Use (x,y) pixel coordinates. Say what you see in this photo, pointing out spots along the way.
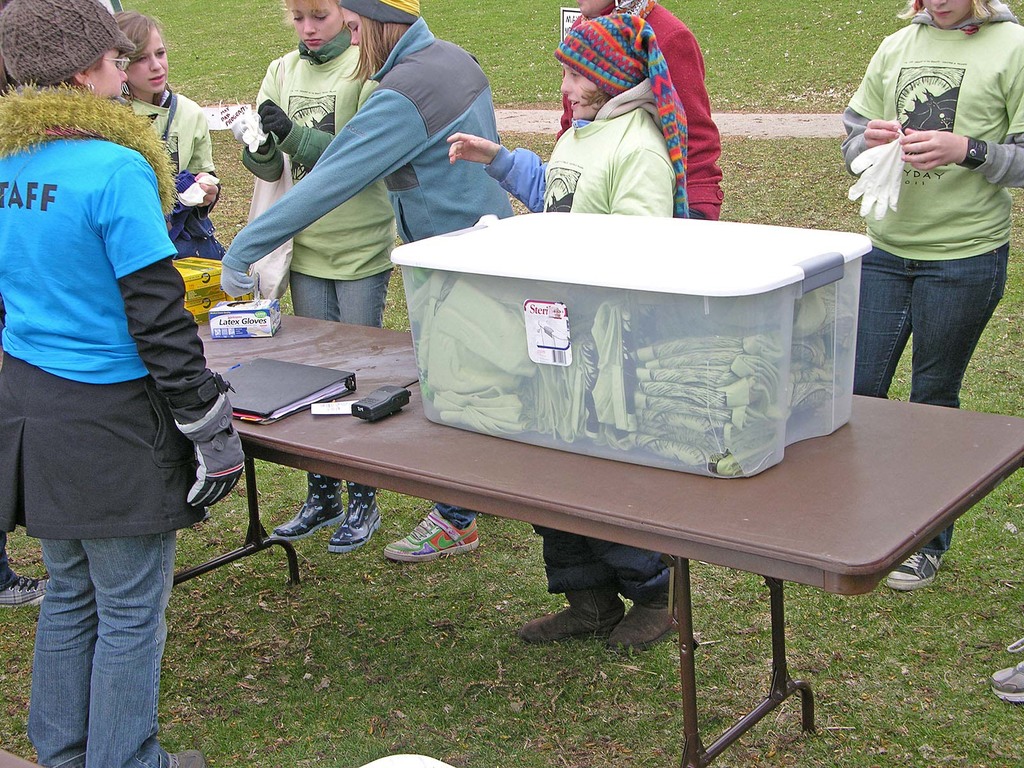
In the image we can see there are people (992,160) who are standing on the grass (338,652) and on the table (553,472) there is a box (539,369) in which there are t shirts (561,368).
